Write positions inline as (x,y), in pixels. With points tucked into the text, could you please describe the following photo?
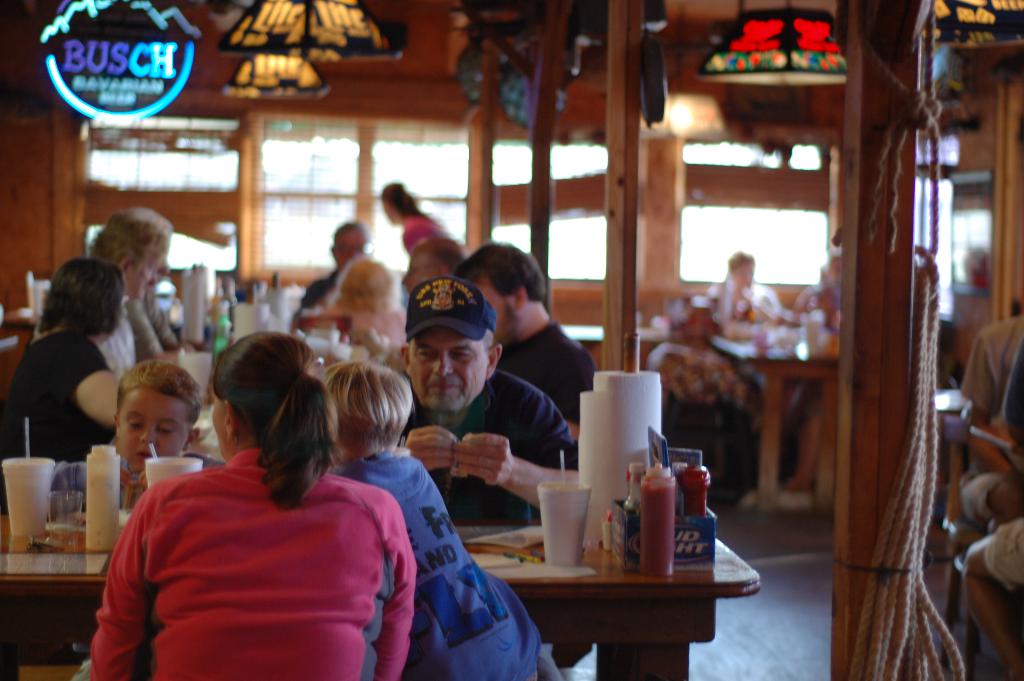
In this Image I see number of people (361,304) who are sitting on chairs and there are few tables (22,569) on which there are many things (599,565). In the background (243,52) I see the lights (752,17).
